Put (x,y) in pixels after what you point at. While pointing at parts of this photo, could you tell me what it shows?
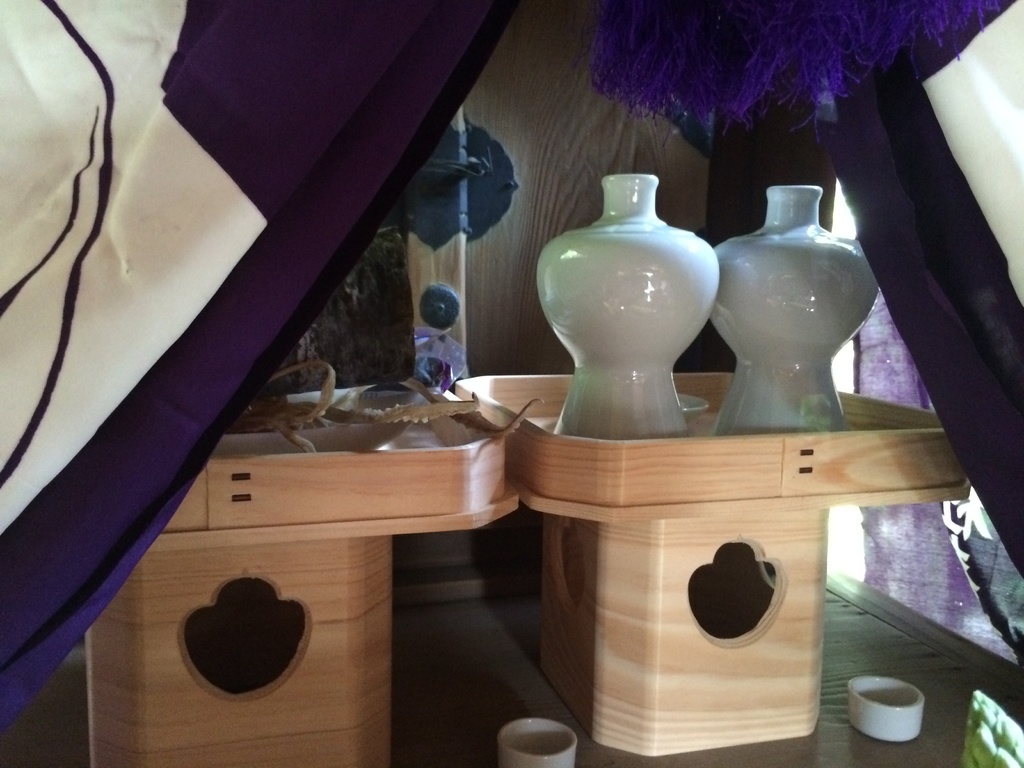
In this picture we see a table (937,703) on which a box (705,540) with plate (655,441) and two jars (644,325) are placed on it. Beside that, there is another box (422,478) with bowl (287,440) on it and behind that, we see cupboard (559,159) and on top of the picture (443,84), we see a purple color curtain (329,141). We see two small bowls (549,729) on the table (963,671).
